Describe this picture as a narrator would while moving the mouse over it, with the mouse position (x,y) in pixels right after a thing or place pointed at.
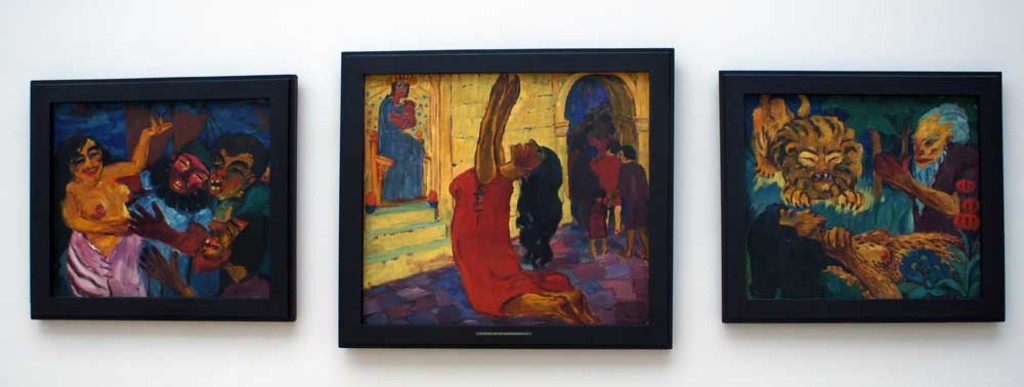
In this image we can see some photo frames (598,67) on a wall (15,367). In that we can see the painting (475,187).
